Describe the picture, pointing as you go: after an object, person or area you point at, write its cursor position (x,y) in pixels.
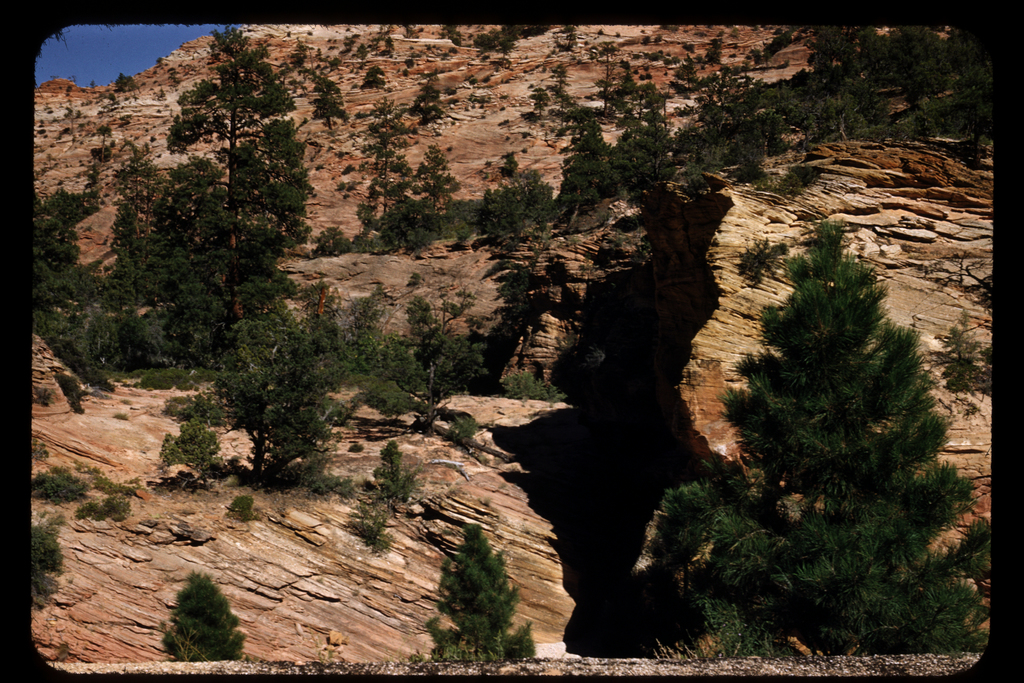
This is a photo and here we can see trees (459,221), plants (282,257) and there are rocks (487,322).
